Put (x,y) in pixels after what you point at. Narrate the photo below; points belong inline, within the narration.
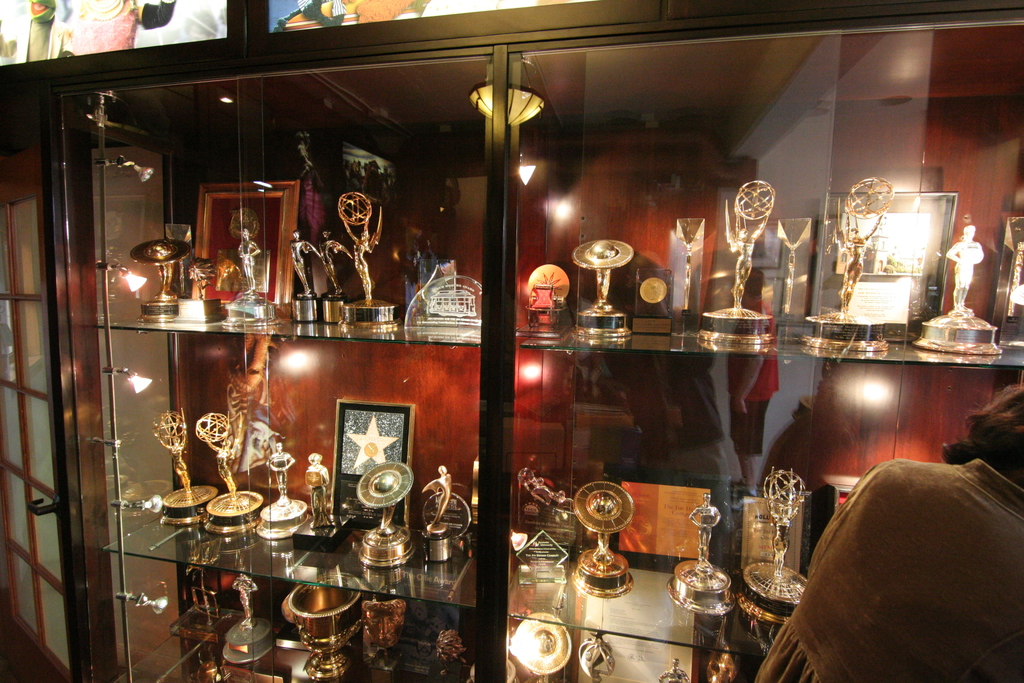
In this image there is a glass cupboard (593,369) in which there are glass shelves (609,614). On the glass shelves (360,534) there are so many shields (393,405) and mementos (378,541). On the right side (943,526) bottom there is a girl (926,526).
